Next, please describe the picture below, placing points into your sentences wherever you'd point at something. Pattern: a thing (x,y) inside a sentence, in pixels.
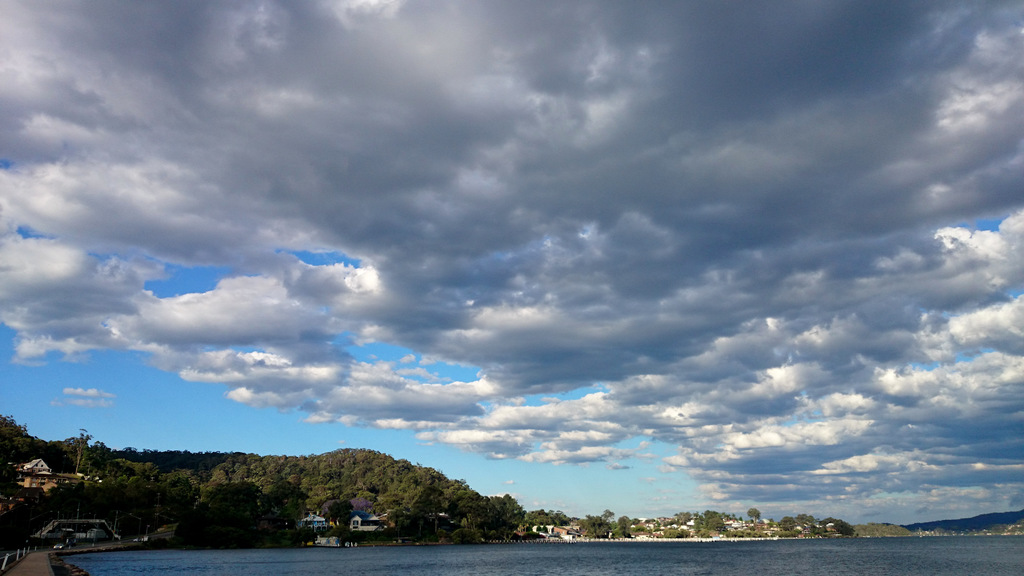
In this picture I can see trees (422,474), buildings (662,520) and I can see water (349,573) and a blue cloudy sky (693,348).
